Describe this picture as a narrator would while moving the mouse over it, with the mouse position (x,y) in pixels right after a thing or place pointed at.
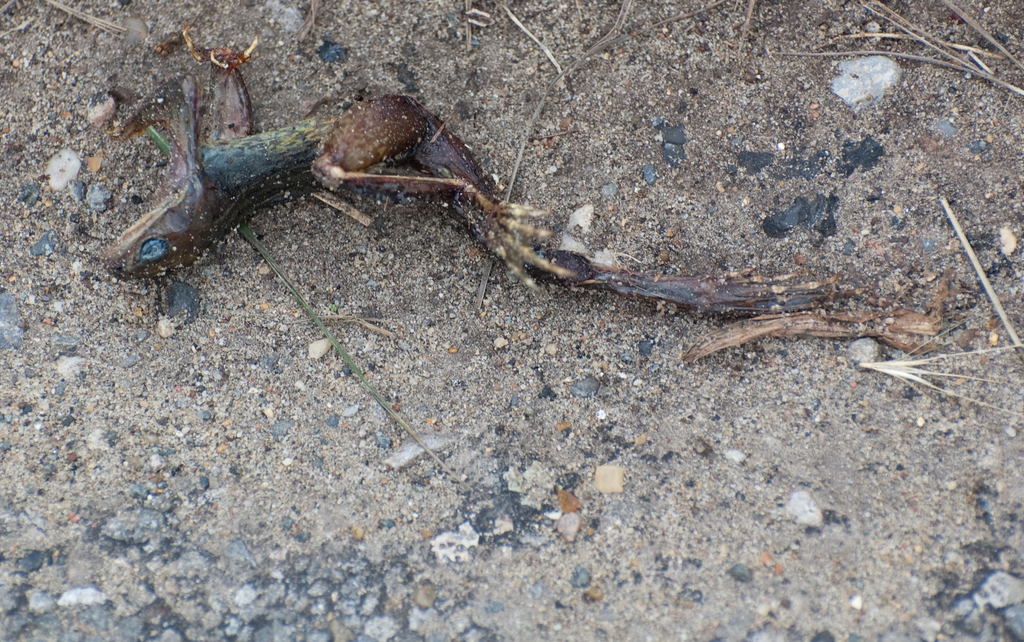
In this image I can see the ground (464,461) and a dead frog (354,153) which is green, brown and cream in color on the ground (651,259).
